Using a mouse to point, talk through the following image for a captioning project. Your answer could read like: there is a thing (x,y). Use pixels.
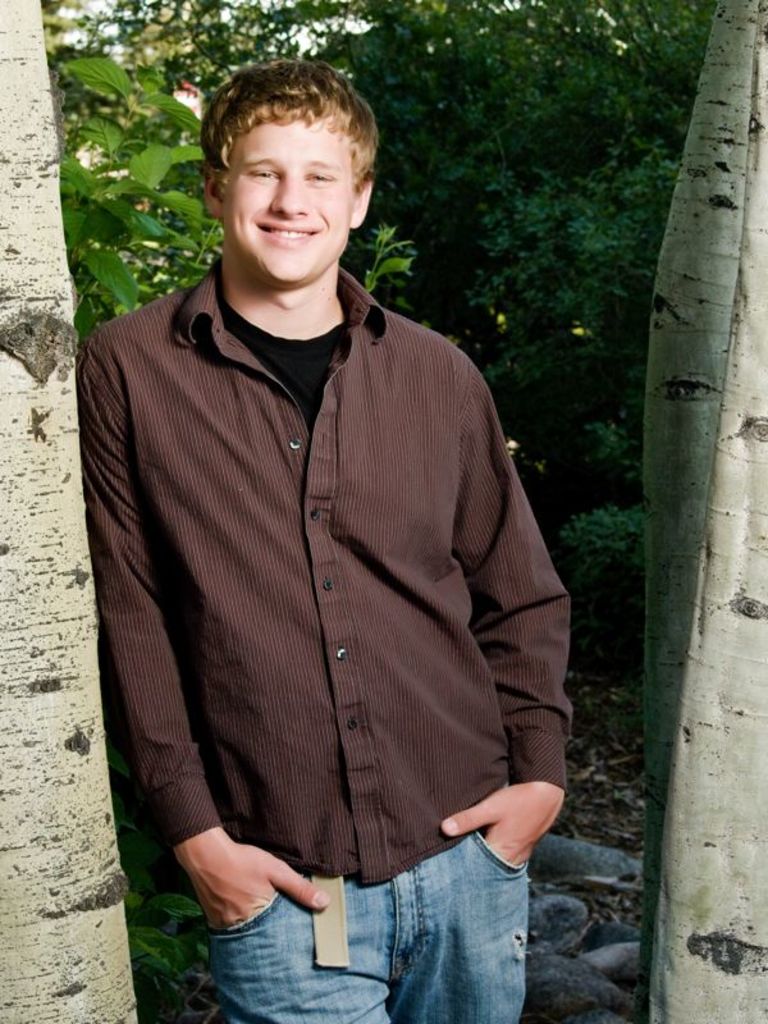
In the foreground of this picture (221,150) we can see a person (351,312) wearing shirt (274,524), smiling and standing. In the background (671,147) we can see the trees (580,382) and some other objects (636,817).
